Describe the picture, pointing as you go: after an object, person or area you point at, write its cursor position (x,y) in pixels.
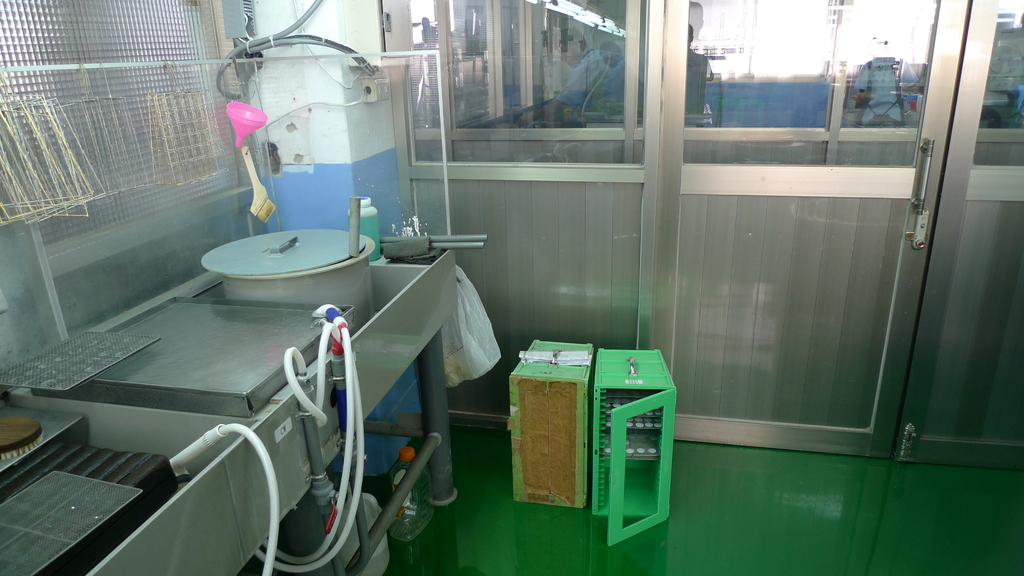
In this image there is a door (817,176) towards the top of the image (800,110), there is a glass wall (559,95) towards the top of the image (111,88), there is a wall (127,259) towards the left of the image (119,275), there are objects (161,159) towards the left of the image (176,110), there is floor (753,532) towards the bottom of the image (749,531), there are objects (565,424) on the floor (510,502), there is a pillar (322,129) towards the top of the image (355,155), there are men (620,58), there is the reflection (828,32) of the sky (795,46) on the glass (585,55), there are windows (607,22), there is a light (584,13).
